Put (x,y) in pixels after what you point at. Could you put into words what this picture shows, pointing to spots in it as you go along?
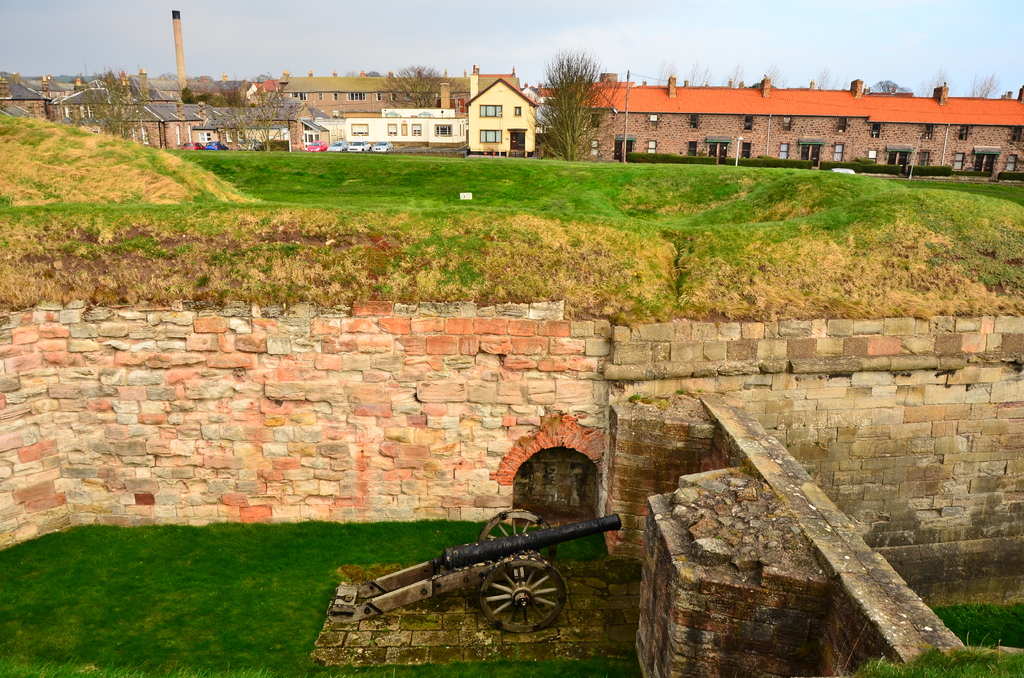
In the image we can see there is a war equipment (496,569) kept on the ground (287,591) and the ground (222,615) is covered with grass (263,581). There is a wall (460,396) made up of bricks (395,389) and there are lot of trees (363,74) and buildings (481,120). There is a clear sky (146,37) on the top (674,37).
